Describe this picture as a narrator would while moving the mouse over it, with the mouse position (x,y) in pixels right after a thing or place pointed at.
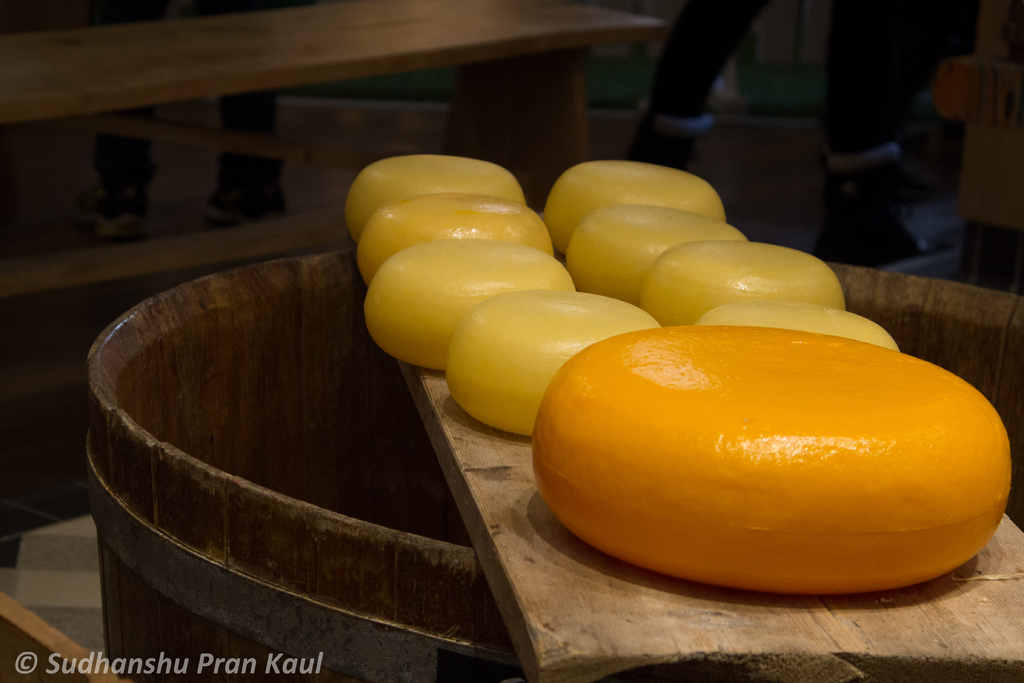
In this picture we can see wood (851,605) in the front (819,605), there is some cheese (713,272) placed on this wood (999,597), it looks like a barrel (330,484) at the bottom (318,481), we can see some text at the bottom (169,669), in the background (696,85) there are legs (236,157) of two persons (272,162).
